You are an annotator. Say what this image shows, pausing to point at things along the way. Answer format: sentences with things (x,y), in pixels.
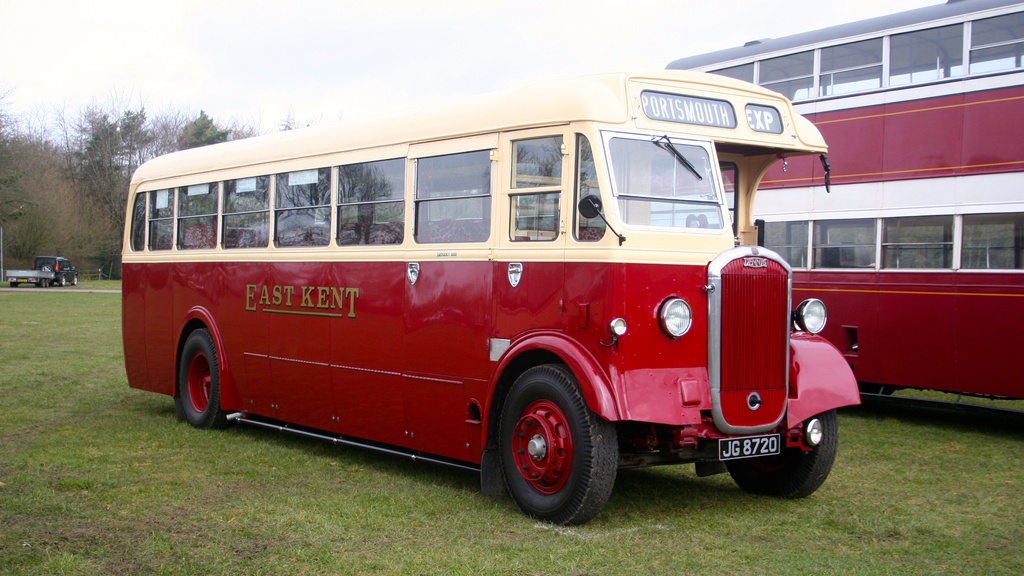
In this image there is a red color bus (595,332), Double Decker bus (836,42) and a truck (34,276) on the grass (902,565), and in the background (30,66) there are trees (64,164), sky (30,66).
